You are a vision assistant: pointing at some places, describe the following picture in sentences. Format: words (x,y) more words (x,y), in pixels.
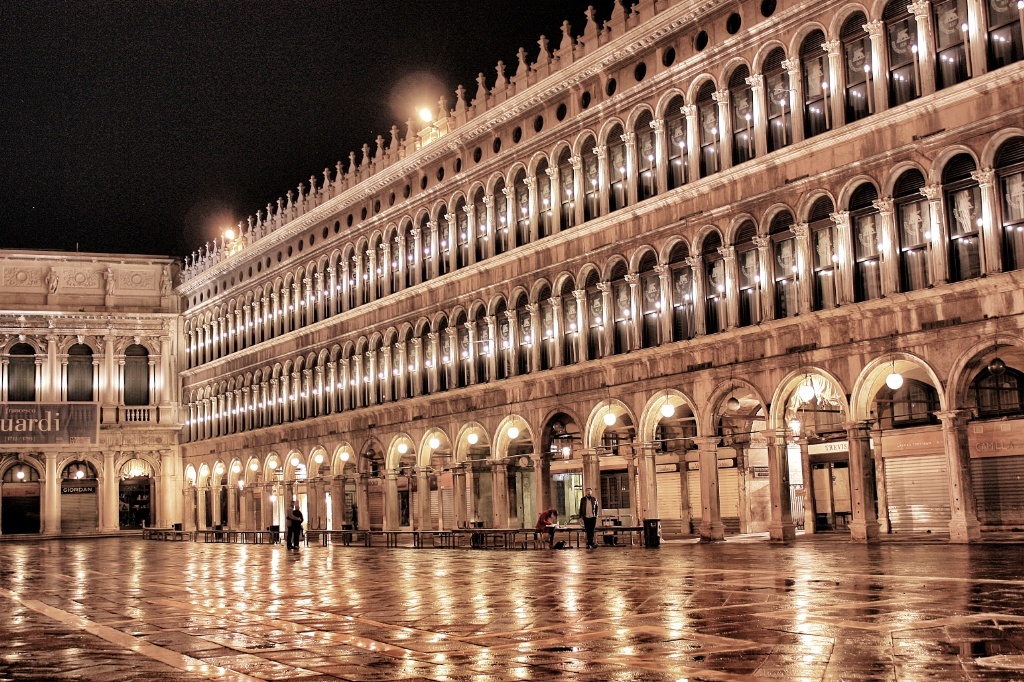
In this I can see buildings (409,348) and I can see few tables (556,529) on the floor (630,602) and I can see couple of them standing and couple of banners (69,488) with some text (69,488) and I can see few lights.
